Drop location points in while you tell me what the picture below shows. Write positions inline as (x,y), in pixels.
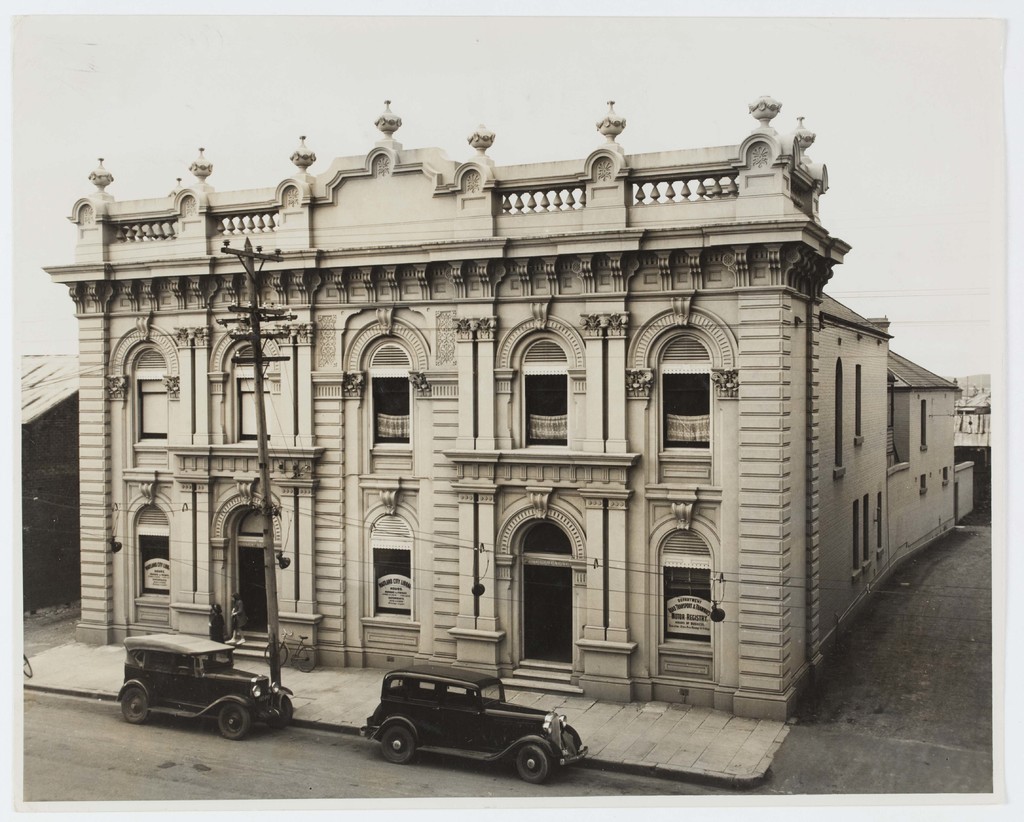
This picture is an edited picture. In the foreground (516,360) there is a building (516,360) and there are two persons (212,604) standing on the stair case (242,645) and there is a pole (275,642) and bicycle (288,645) on the footpath (61,655) and there are two vehicles (461,755) on the road (111,749). On the left (57,567) and on the right side of the image (905,467) there are buildings (965,435). At the top (452,59) there is sky (29,341). At the bottom (130,762) there is a road (164,767).
